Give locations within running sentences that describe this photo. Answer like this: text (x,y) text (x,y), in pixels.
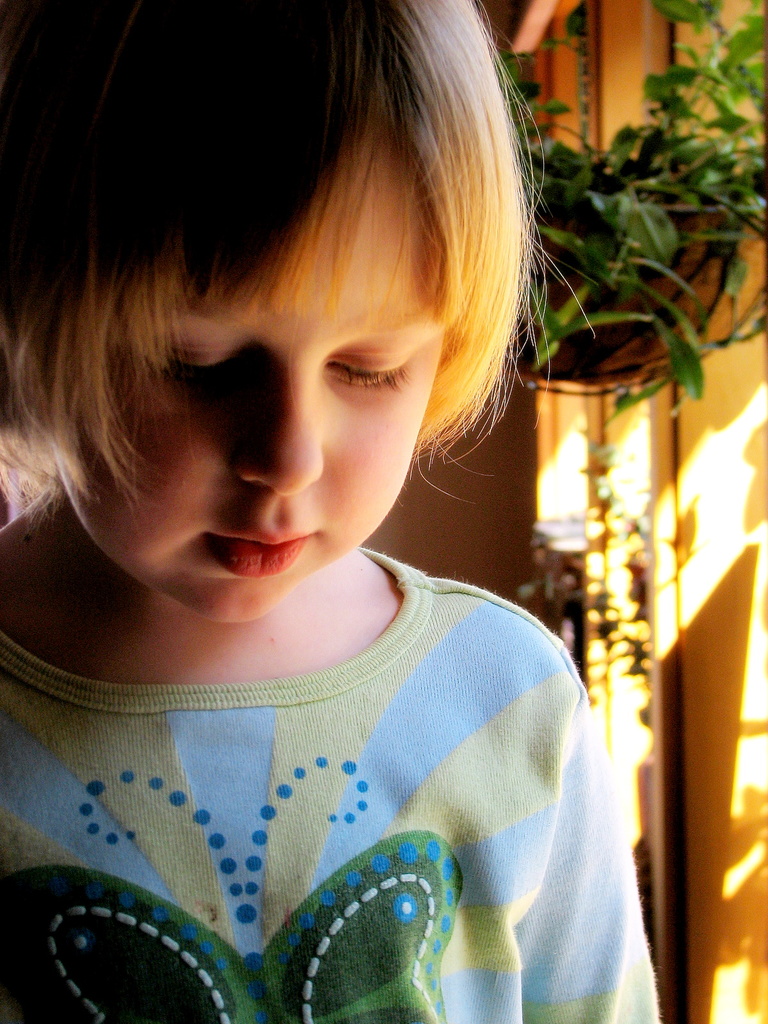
This is a zoomed in picture. In the foreground (489,402) there is a kid (394,826) wearing a t-shirt (402,763). In the background (679,103) we can see a houseplant (613,251) and a wall (679,548).
